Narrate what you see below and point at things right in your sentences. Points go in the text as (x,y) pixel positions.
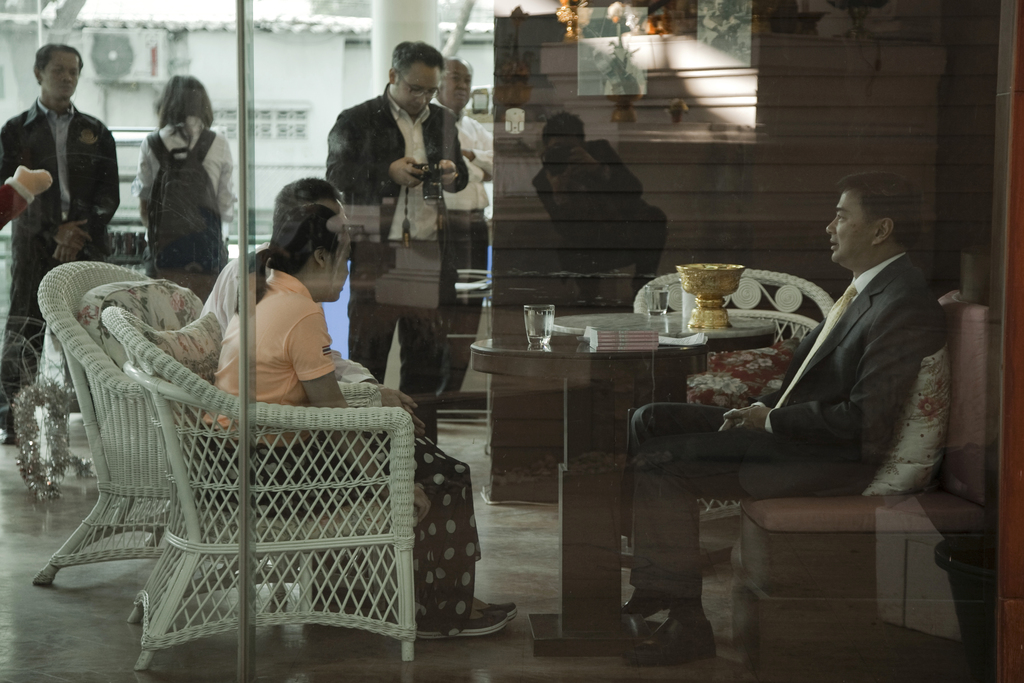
These persons (294,343) are sitting on a chairs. On this table (549,356) there is a glass (551,330) and books (604,328). These four persons (435,110) are standing. This woman (174,107) wore bag (200,191). This man (403,213) is standing and holding a camera (428,177). Far there is a building (267,69).
